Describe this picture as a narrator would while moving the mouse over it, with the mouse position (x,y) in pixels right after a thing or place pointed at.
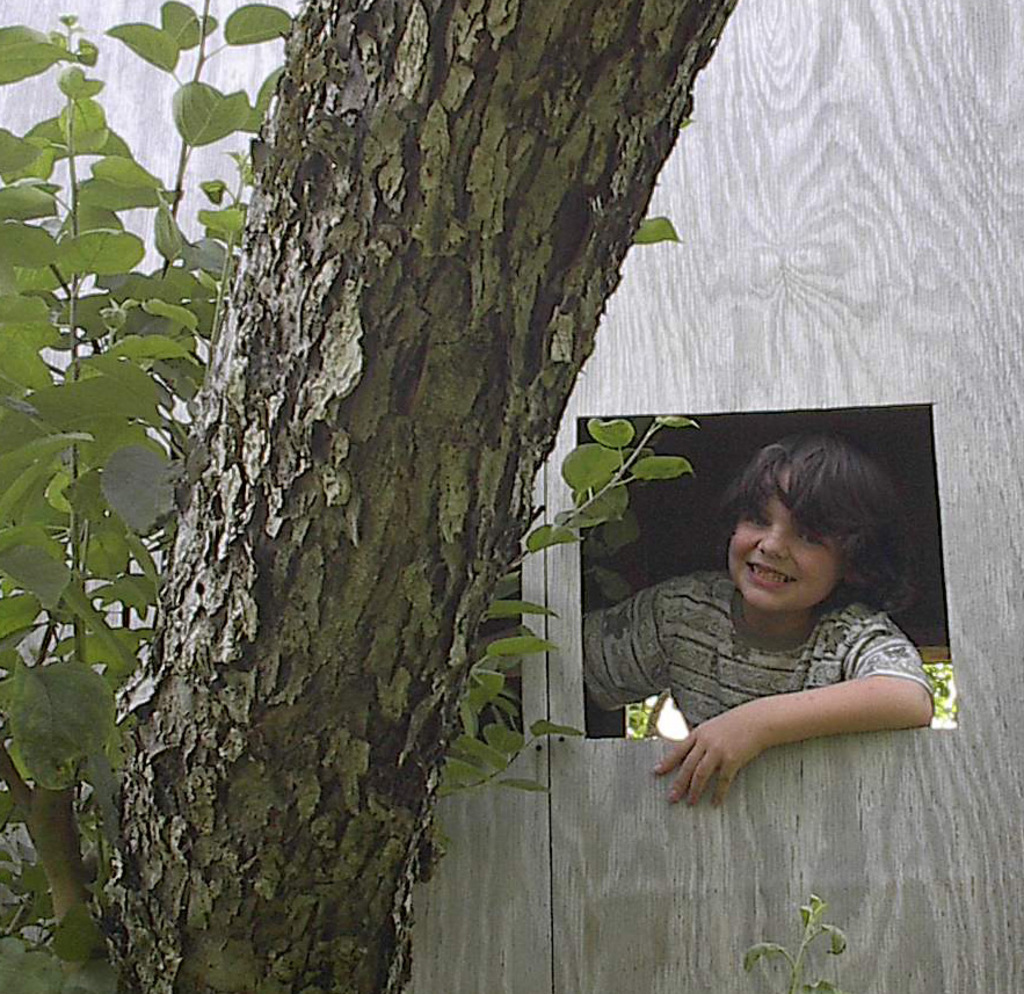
In this image we can see a boy (661,665), tree (369,479), plants (52,540), also we can see the wall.
